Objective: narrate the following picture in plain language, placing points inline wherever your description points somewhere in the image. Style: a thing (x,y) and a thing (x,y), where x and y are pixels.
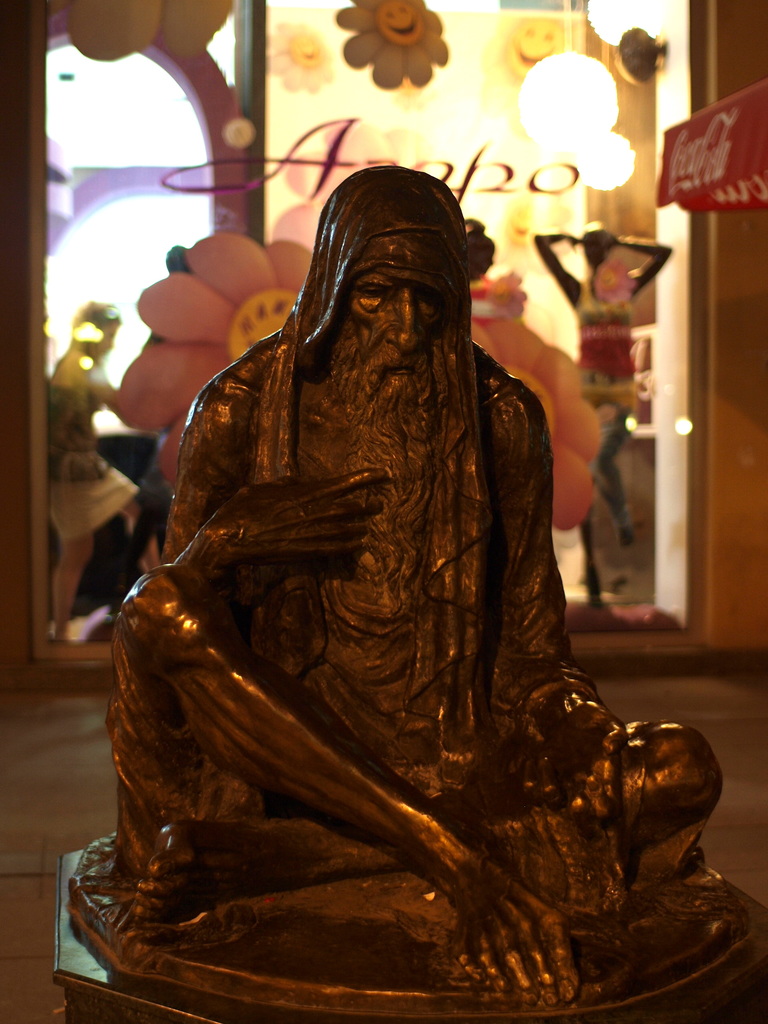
As we can see in the image in the front (370,636) there is a statue (385,733). In the background (82,403) there are few people (92,365) and a statue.
